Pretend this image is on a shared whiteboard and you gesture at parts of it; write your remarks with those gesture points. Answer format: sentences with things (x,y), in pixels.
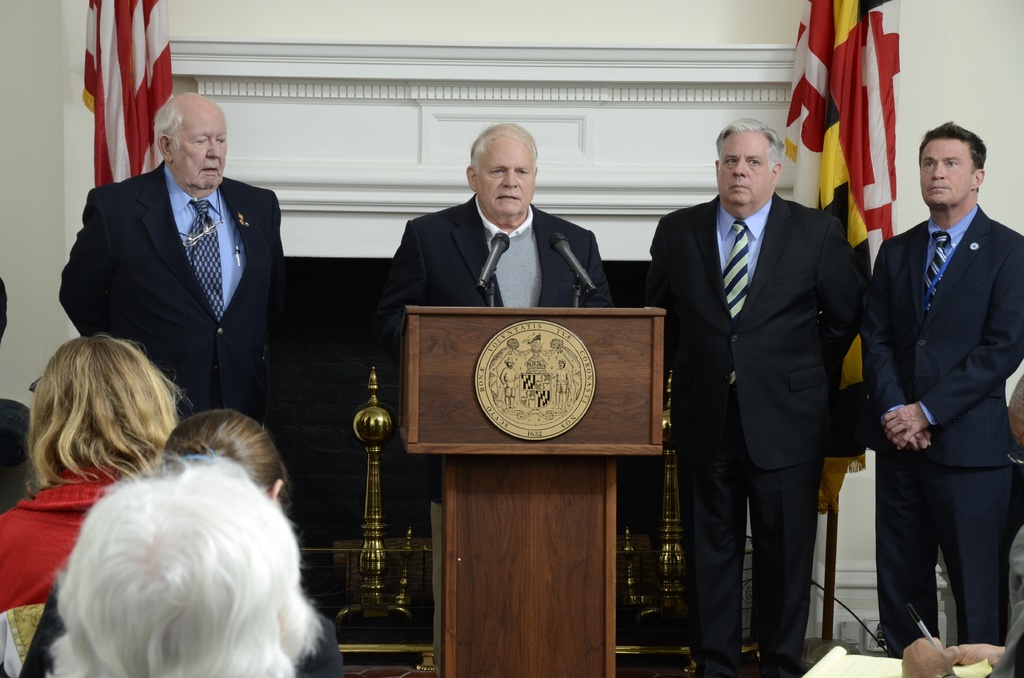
In this image there are a few people (519,301) standing on the dais (507,338), in front of them there are a few people (103,526) sitting on their chairs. In the background (615,165) there is a wall (333,166).
